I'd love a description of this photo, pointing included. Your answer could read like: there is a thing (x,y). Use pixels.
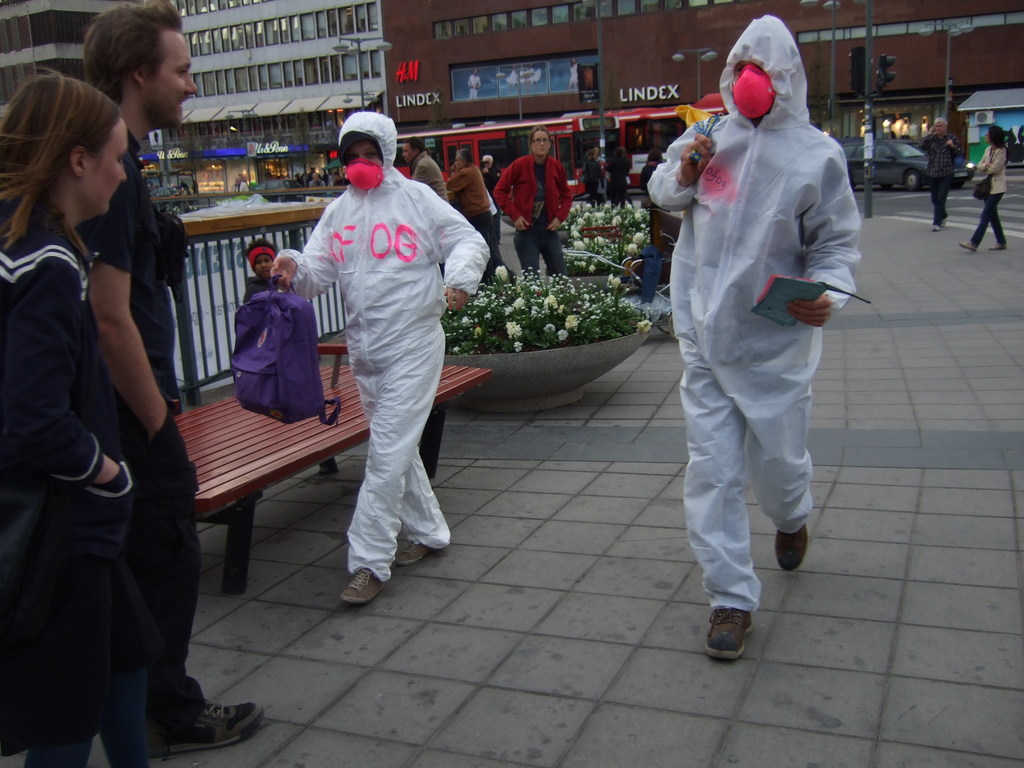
In this picture I can see a group of people (386,378) among them these people (725,326) are wearing white color dress (387,358). This man (711,453) is holding something in the hands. In the background (457,30) I can see buildings (570,67), flowers (565,329) and vehicles (908,145) on the road (1013,188). Here I can see a bench (275,425) and a fence (185,270). I can also see poles (870,67) over here.
